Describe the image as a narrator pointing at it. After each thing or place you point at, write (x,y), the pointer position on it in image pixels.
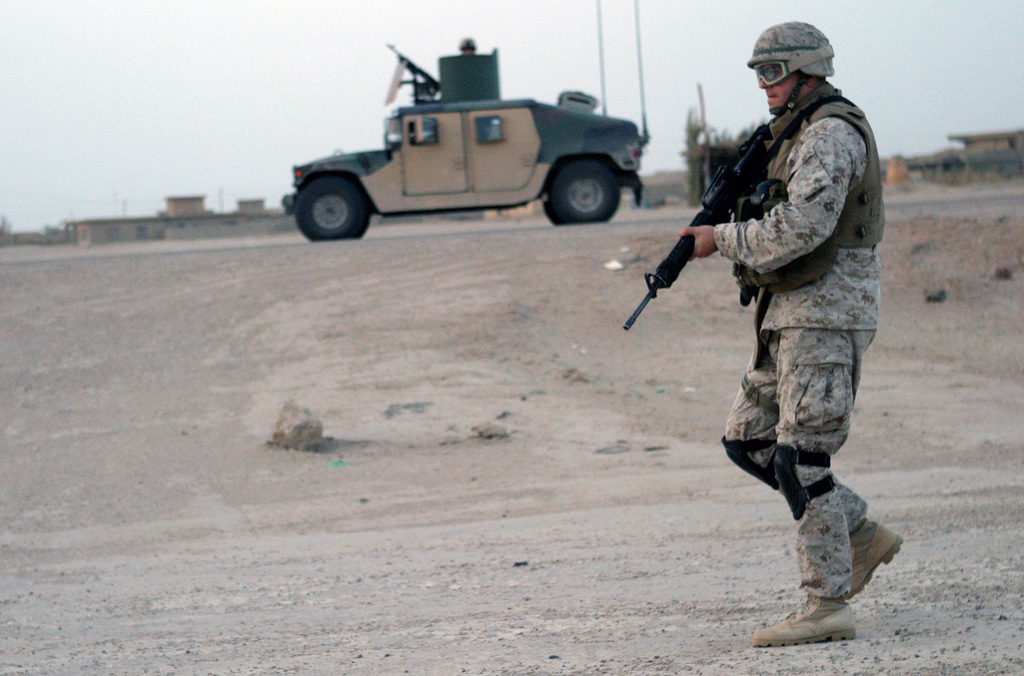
In this image we can see a soldier (825,58) walking on the road (749,589) and he is carrying a weapon (749,147). He is wearing a safety jacket (830,244). Here we can see the vehicle (517,194) on the road (456,221). In the background (1005,144), we can see the houses (1018,147).
